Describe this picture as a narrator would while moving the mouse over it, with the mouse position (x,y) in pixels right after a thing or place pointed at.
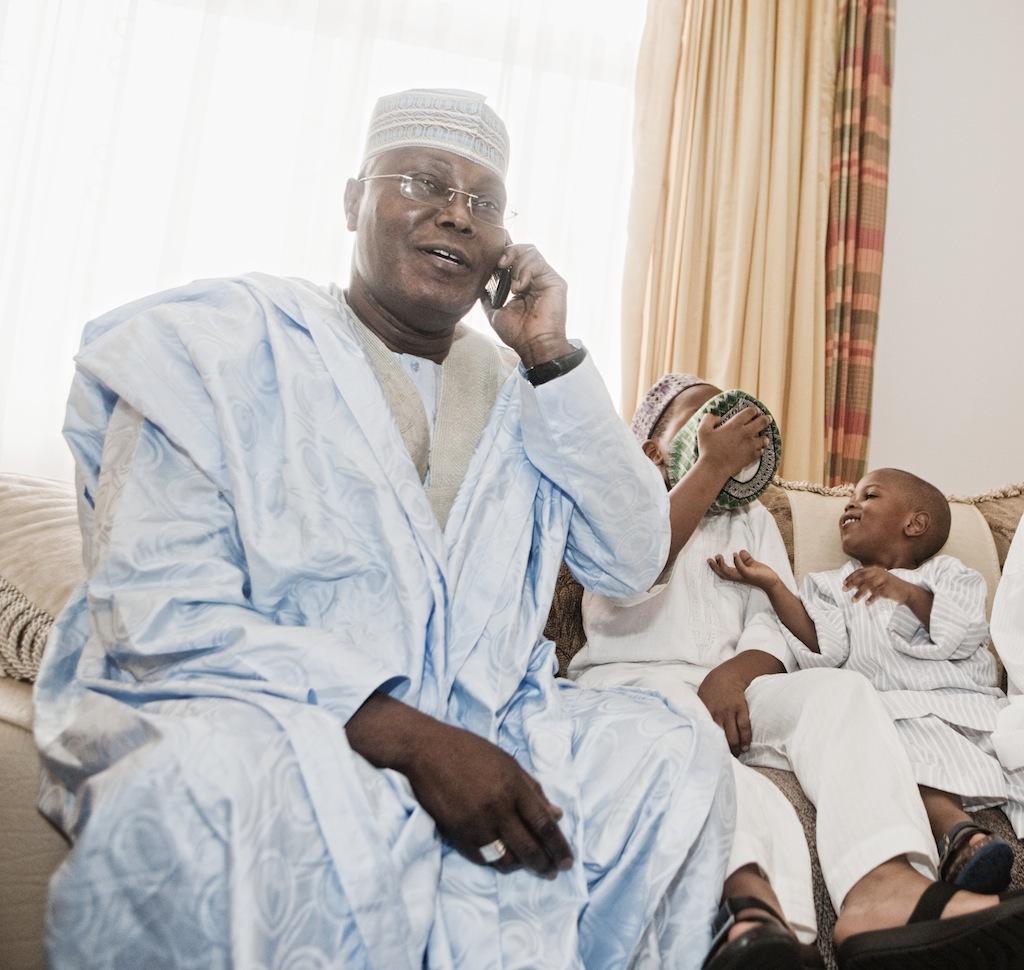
This person (451,618) and children (955,644) are sitting on the couch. This person (392,576) is holding a mobile (498,273) near his ear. Backside of this person (360,413) we can see a window (236,211) and curtains (778,269). This is wall (973,207). This boy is holding a hat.
